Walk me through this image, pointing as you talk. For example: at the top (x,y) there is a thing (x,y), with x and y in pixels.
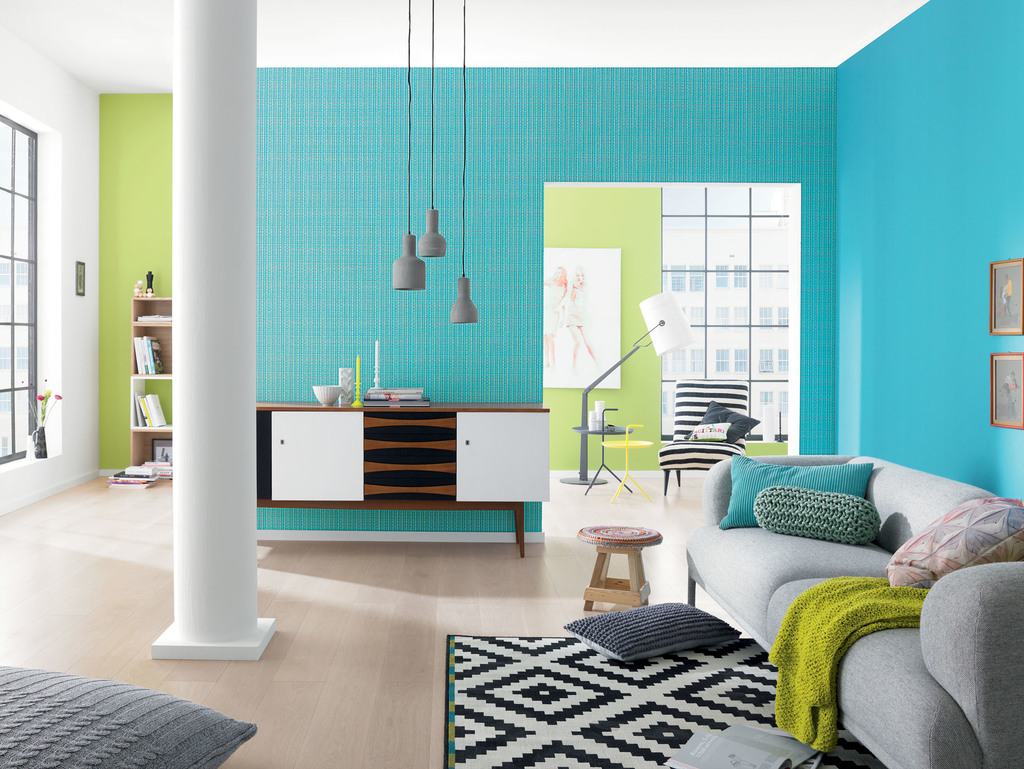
In this picture we can see the inside view of a room (686,599). This is sofa (935,591) and these are the pillows (53,688). This is floor (93,591) and there is pillar (234,354) and even we can see rack (138,440) here. This is the cupboard (398,474), on the cupboard (445,460) there is a book (402,395). And this is the chair (691,384) and there is a frame (618,328).
